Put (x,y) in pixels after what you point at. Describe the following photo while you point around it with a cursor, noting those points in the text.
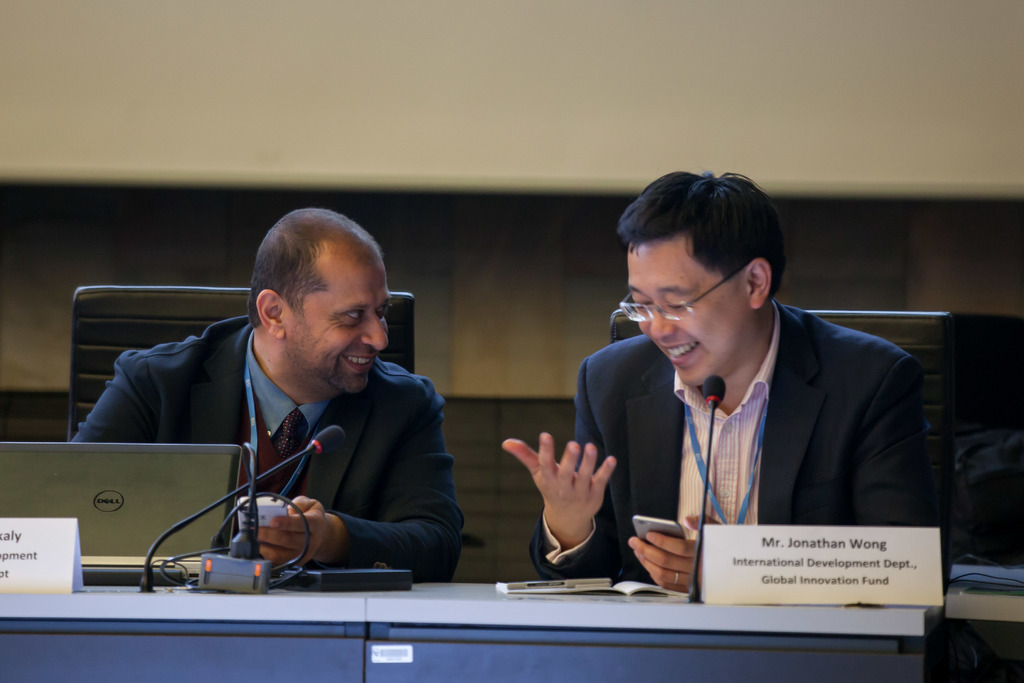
In the image we can see there are two men (755,443) sitting on the chair (926,394), they are wearing clothes (819,463). This person (725,439) is wearing spectacles (668,309), in front of him there is a table (346,604), this is a laptop (101,486), name plate (29,561), microphone (308,448) and cable wire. The background (157,194) is blurred.
